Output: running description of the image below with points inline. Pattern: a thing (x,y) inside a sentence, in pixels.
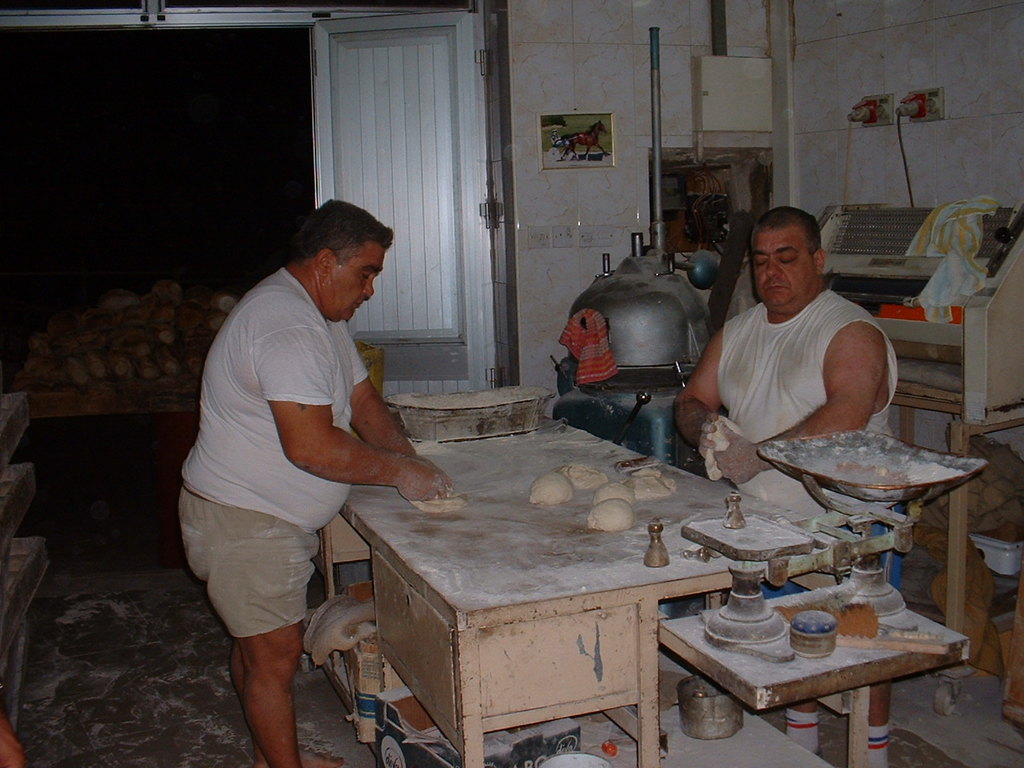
In this image I see 2 men (744,365) who are standing and both of them are holding dough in their hands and I see a table (442,710) in front of them on which there are dough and I see a weighing machine (690,531) over here. In the background (633,286) I see the door (409,8), a photo frame (598,153) on the wall (635,228) and few equipment (598,397) over here.
